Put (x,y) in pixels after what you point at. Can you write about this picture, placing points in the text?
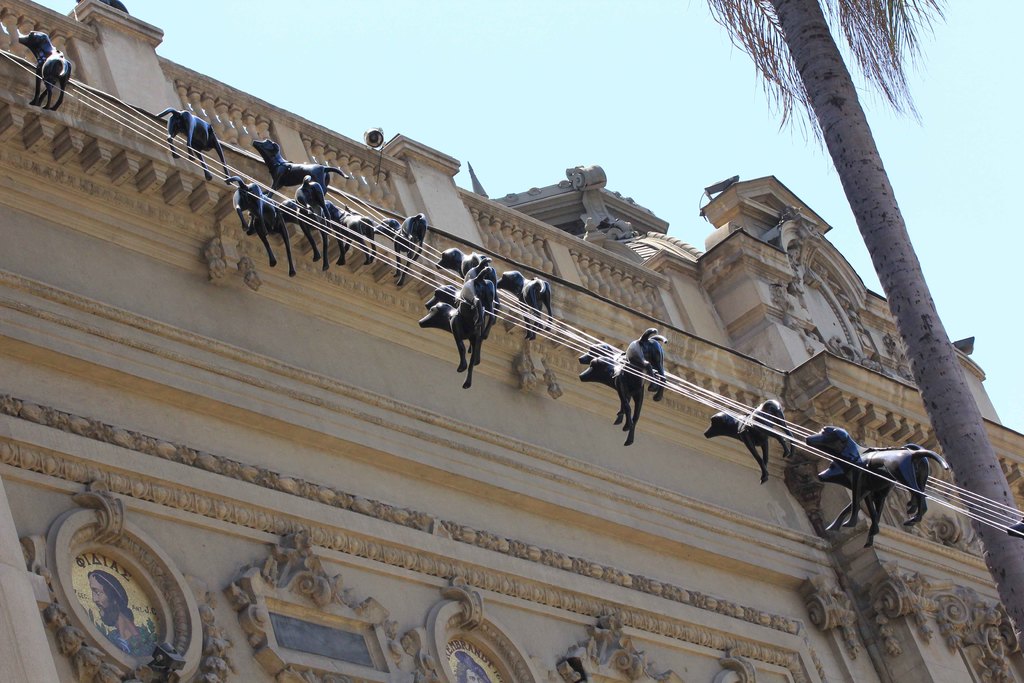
In this image I can see the building (558,264), tree (917,264) and the sky (429,97) in blue color. I can see few animals statues (398,271) to the rope (426,267).
